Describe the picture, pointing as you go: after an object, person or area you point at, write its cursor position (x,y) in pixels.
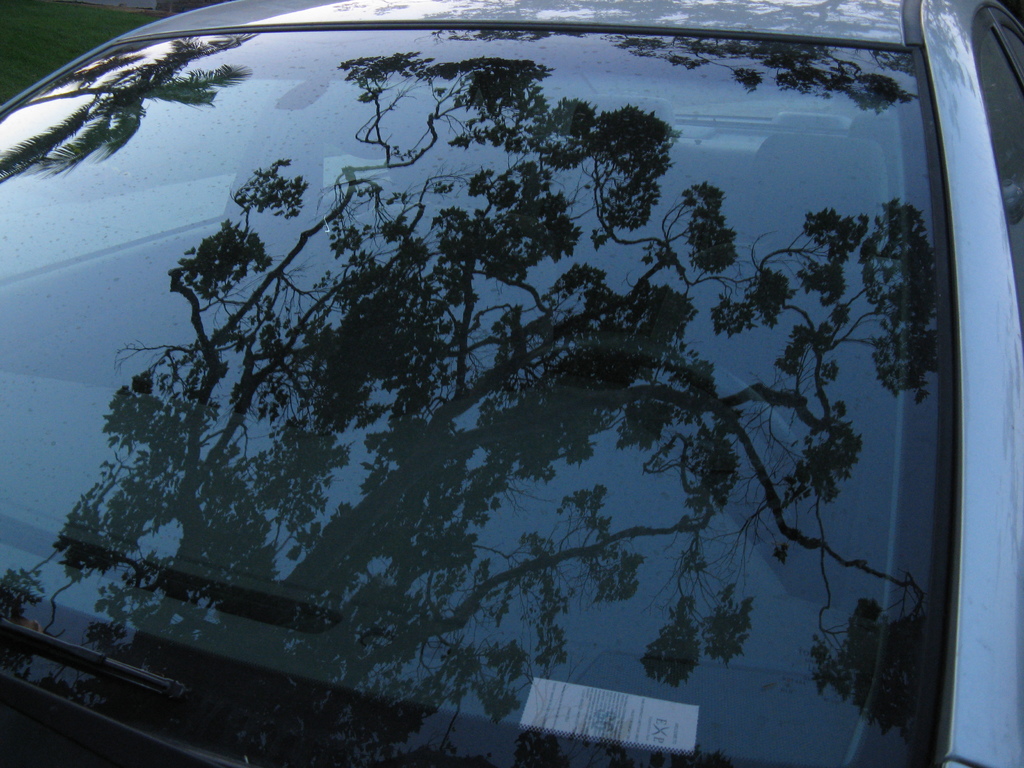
In this image we can see that there is a mirror (346,360) of the car (376,431). In the mirror (421,302) there is a reflection (438,276) of a tree (438,276).
